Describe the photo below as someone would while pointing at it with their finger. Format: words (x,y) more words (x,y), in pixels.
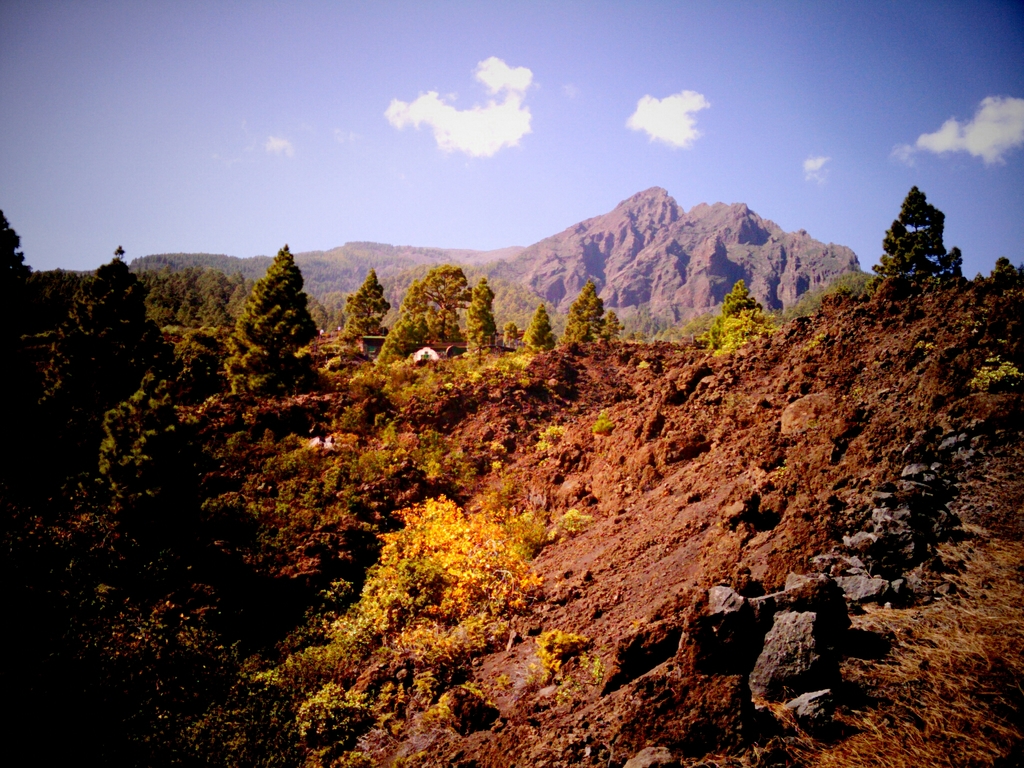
Here we can see trees (40,447), grass (1009,572) and stone (924,555) on the ground (957,561). In the background (380,235) there are mountains (467,250) and clouds (516,124) in the sky (236,161).
